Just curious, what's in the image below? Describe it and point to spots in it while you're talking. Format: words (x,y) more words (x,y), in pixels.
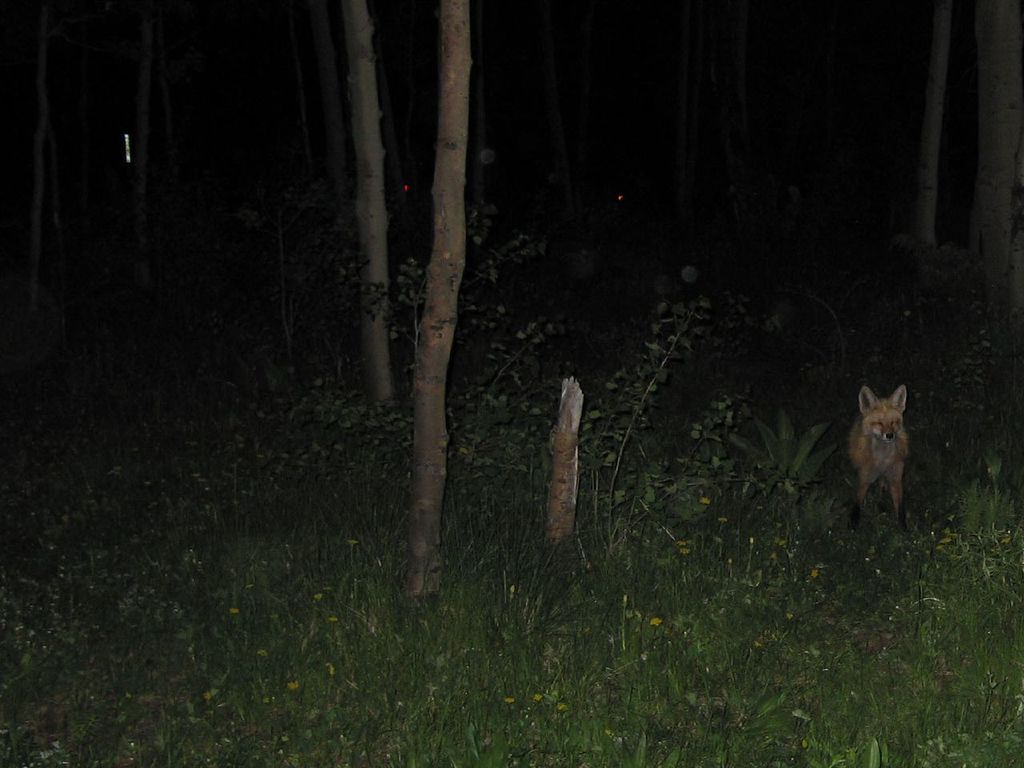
In this image we can see an animal (877,468) on the right side (869,417). On the ground (245,400) there are plants (550,411). Also there is grass (779,679). And there are trees (167,69).
